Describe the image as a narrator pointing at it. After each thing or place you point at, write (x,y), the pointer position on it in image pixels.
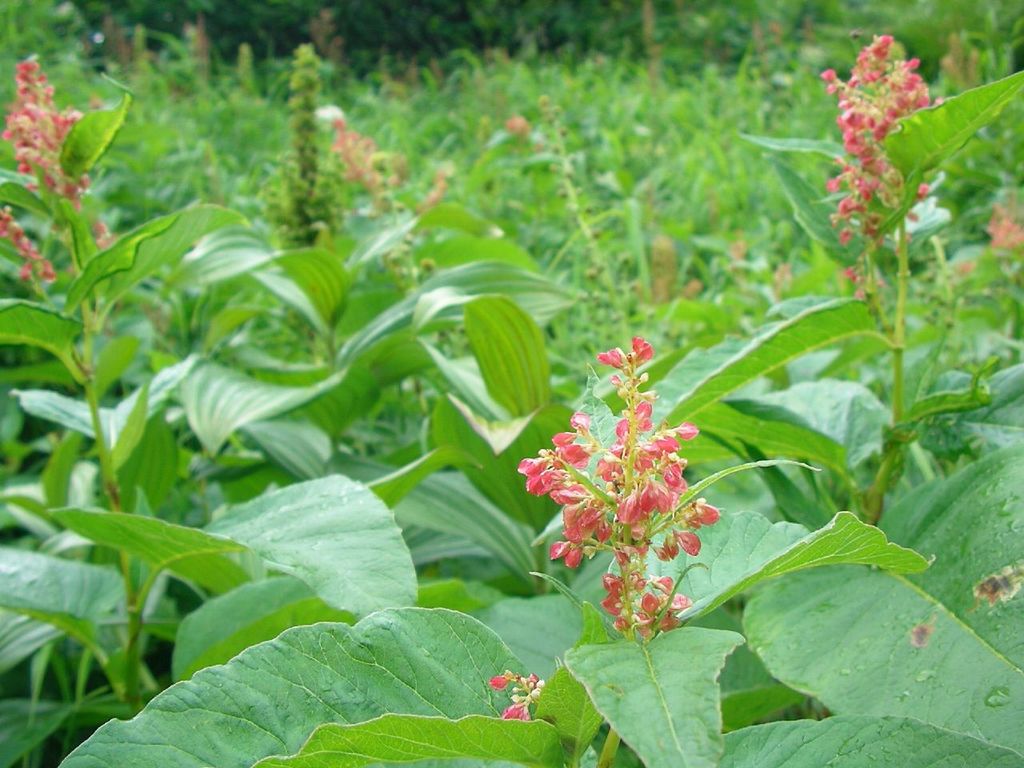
In the image there are plants (468,494) with leaves (115,113) and flowers (567,498).
